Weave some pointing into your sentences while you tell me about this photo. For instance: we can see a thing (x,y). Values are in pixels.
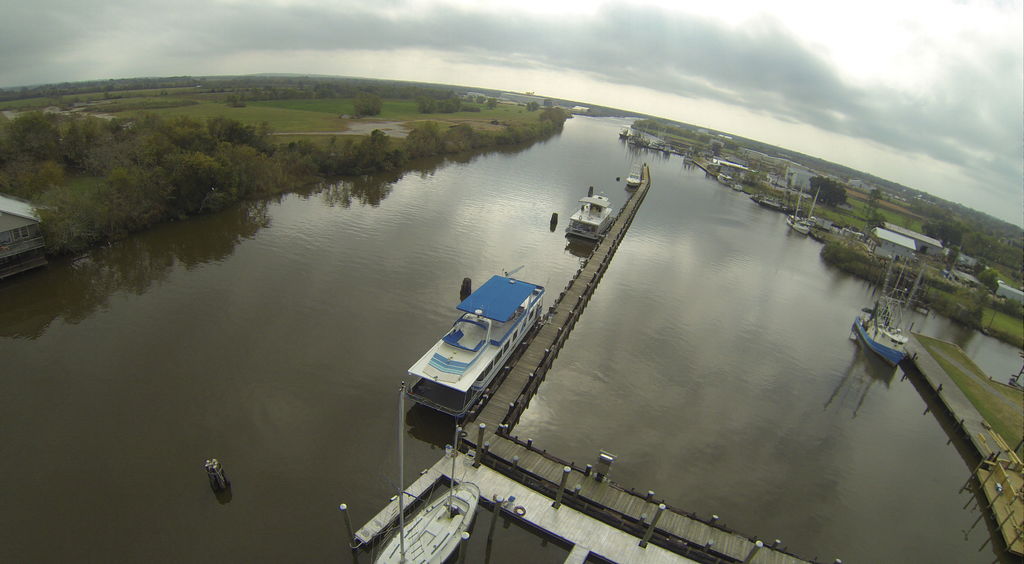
In this picture there are few boats (463,388) on the water (665,303) and there are trees (364,160) on either sides of it and there are few buildings (796,173) in the right corner (807,172).
